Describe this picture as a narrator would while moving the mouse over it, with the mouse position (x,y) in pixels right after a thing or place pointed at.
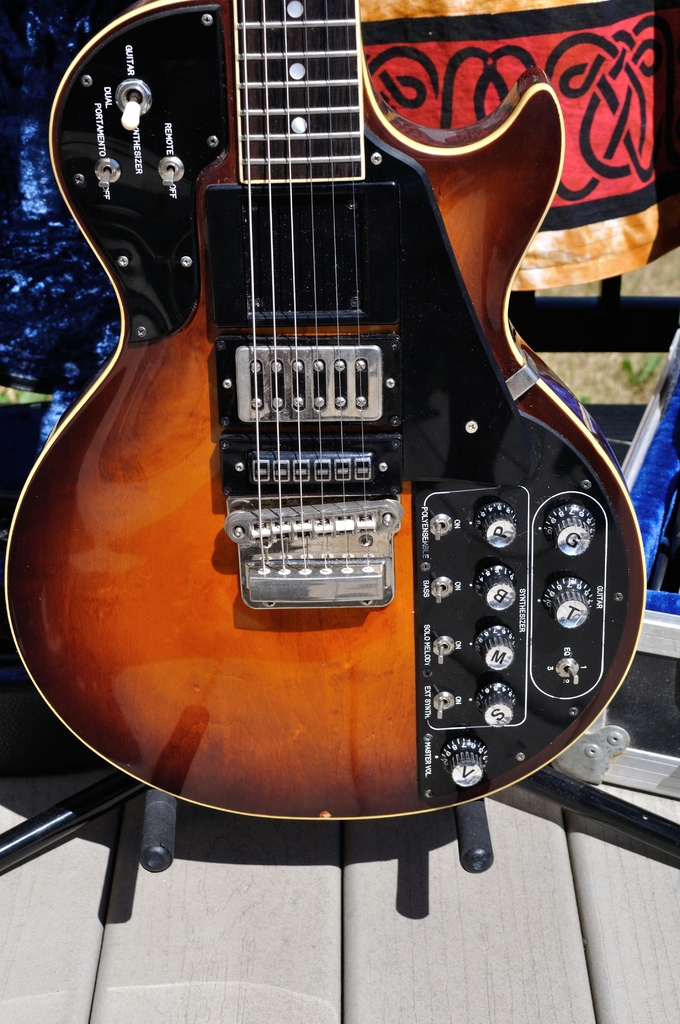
In the image in the center (397,407) we can see guitar (496,334) on the stand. And coming to the background (594,168) we can see some cloth (627,254).
